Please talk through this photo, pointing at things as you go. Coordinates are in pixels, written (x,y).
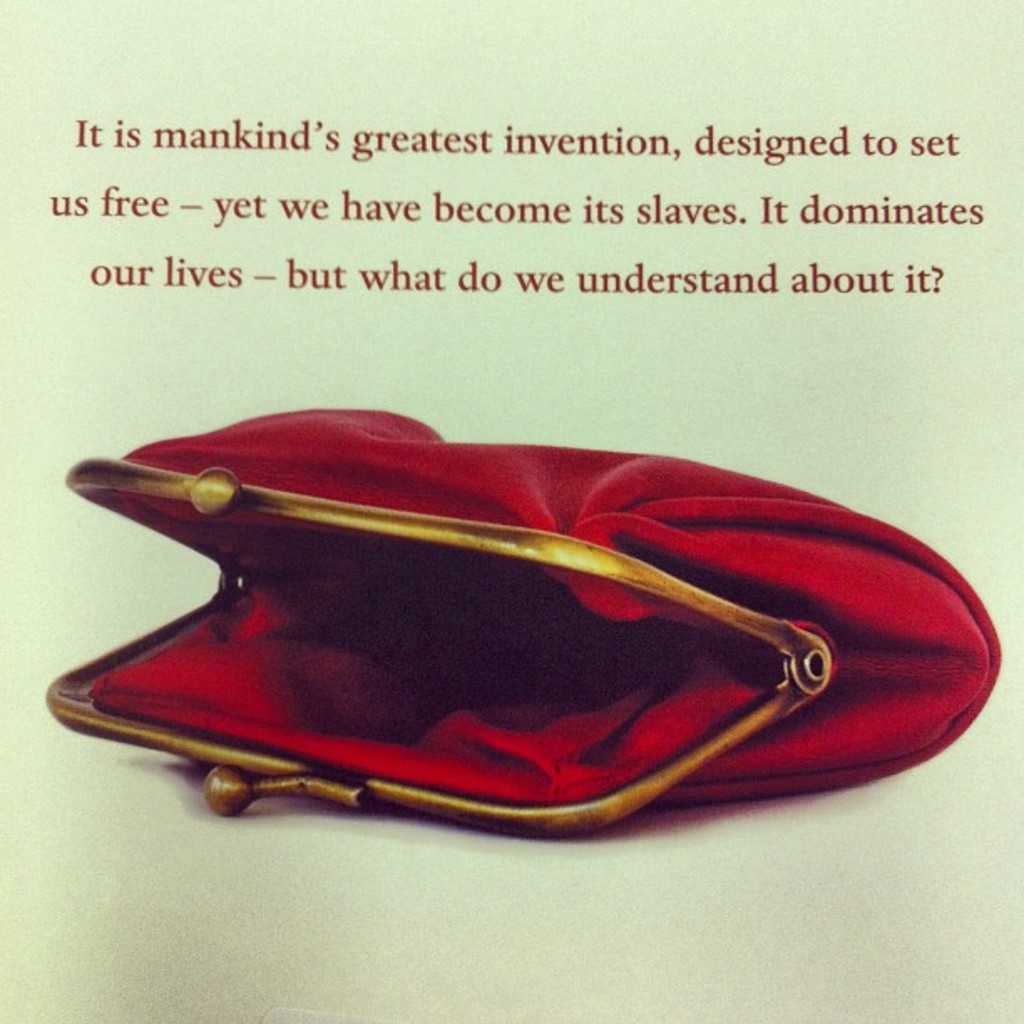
In this picture we can see a red color bag (661,656), there is some text (523,271) here.
